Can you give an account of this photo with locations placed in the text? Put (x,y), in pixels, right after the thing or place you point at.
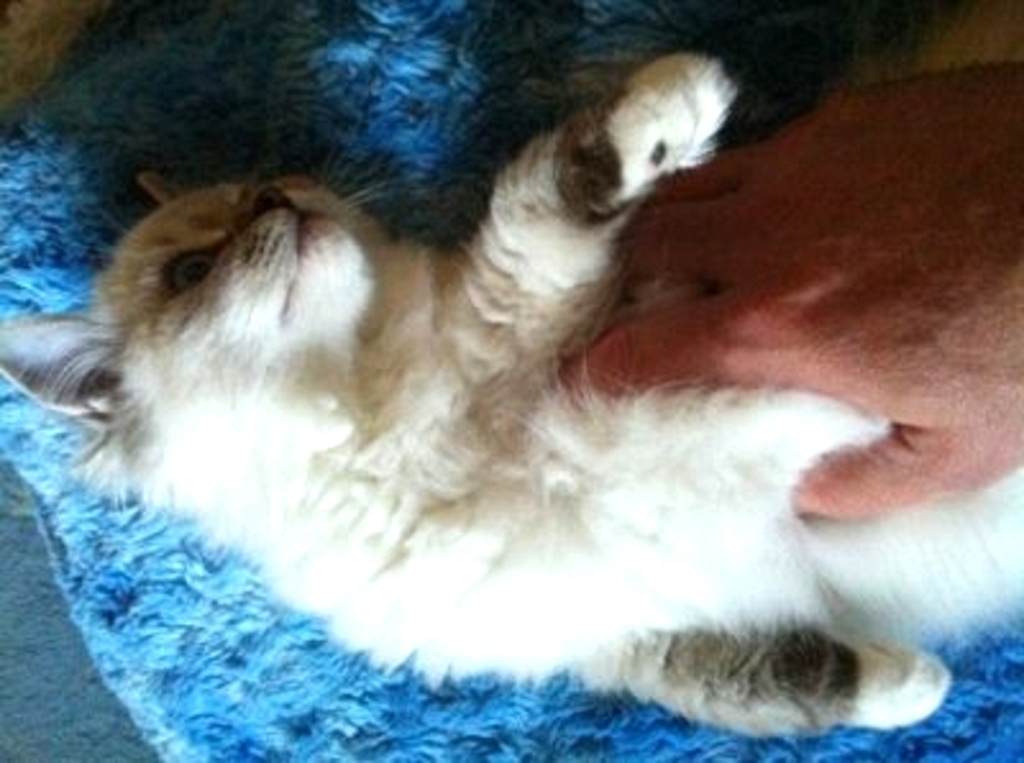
In this image I can see the cat (416,405) which is in white and black color. It is on the blue color mat (154,646). I can see one person (754,358) holding the cat (556,482).
